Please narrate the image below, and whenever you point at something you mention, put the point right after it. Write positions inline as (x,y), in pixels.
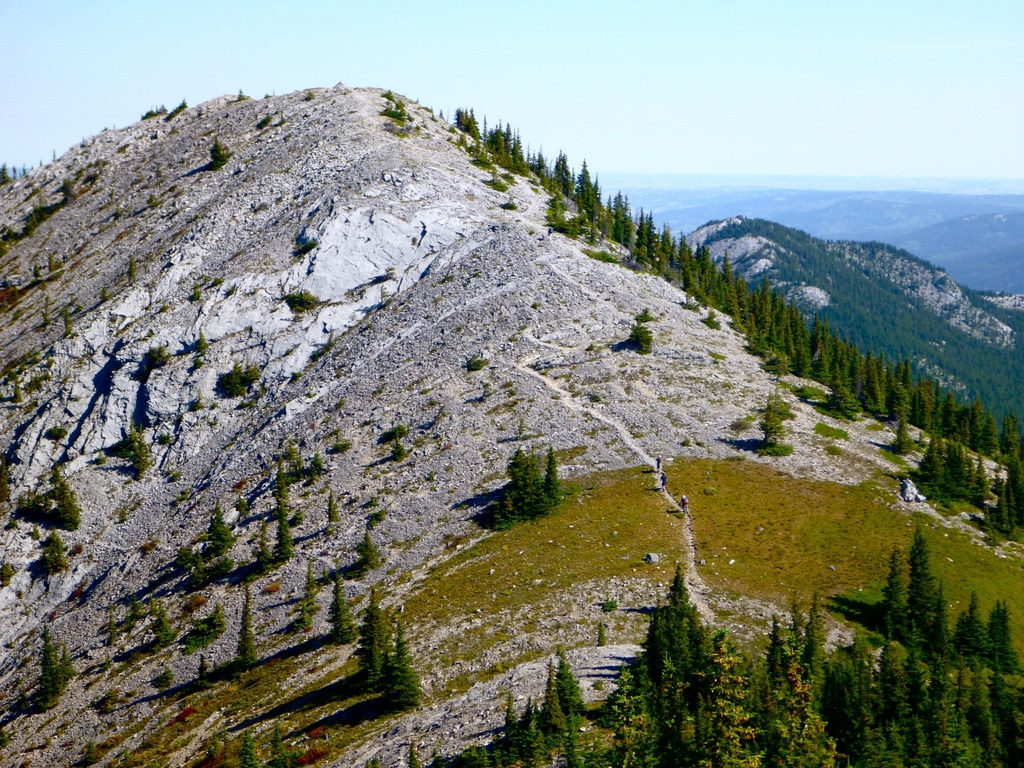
It is the picture of mountain (475,301), there are three people (665,490) walking on the mountain (584,438), there are also a lot of trees (684,248) and in the background (833,215) there are many other mountains (853,226).
